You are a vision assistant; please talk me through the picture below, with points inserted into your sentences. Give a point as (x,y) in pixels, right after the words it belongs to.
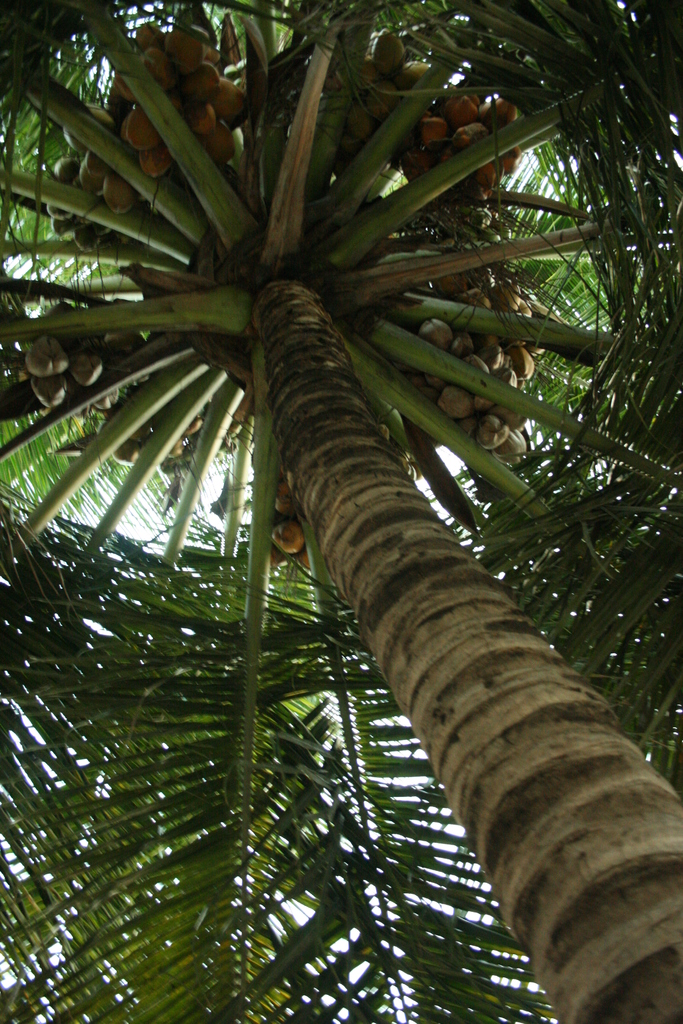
In the picture I can see a coconut tree (410,651). On the tree (284,170) I can see coconuts (87,227). In the background (96,266) I can see the sky (86,272).
